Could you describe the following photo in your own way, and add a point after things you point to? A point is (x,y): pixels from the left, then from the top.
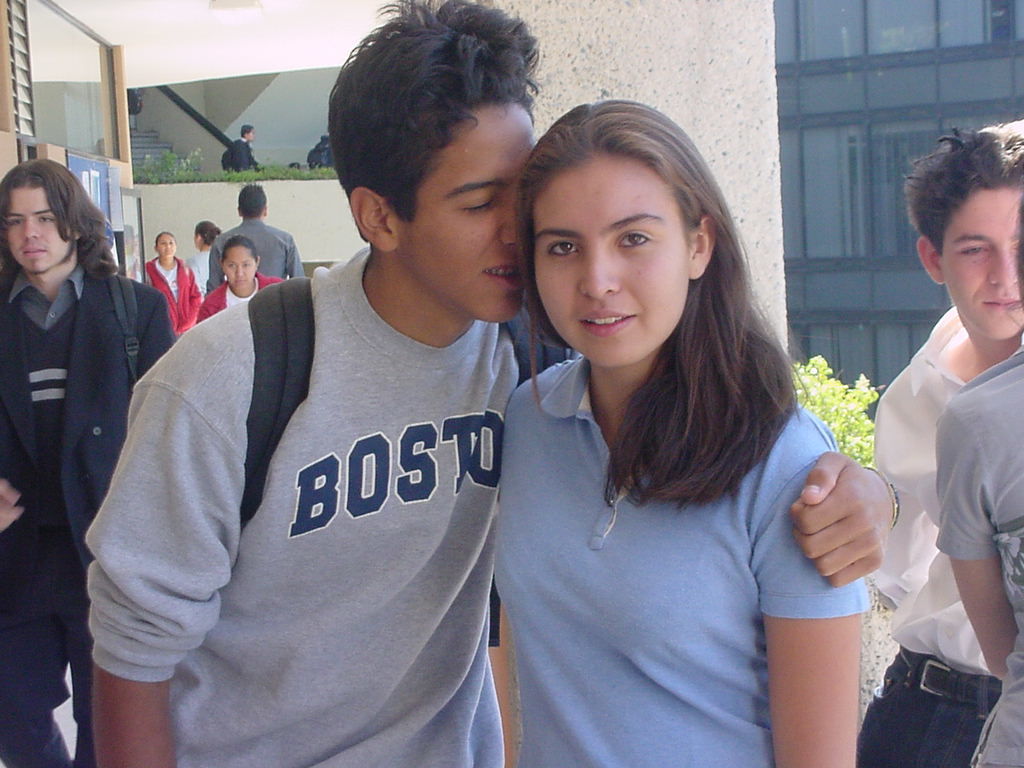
In this picture I can see a man (420,284) and a woman (583,242) standing, there are group of people (14,392) standing, there are stairs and plants (264,167), there is a building (863,300) with glass doors (806,299).
